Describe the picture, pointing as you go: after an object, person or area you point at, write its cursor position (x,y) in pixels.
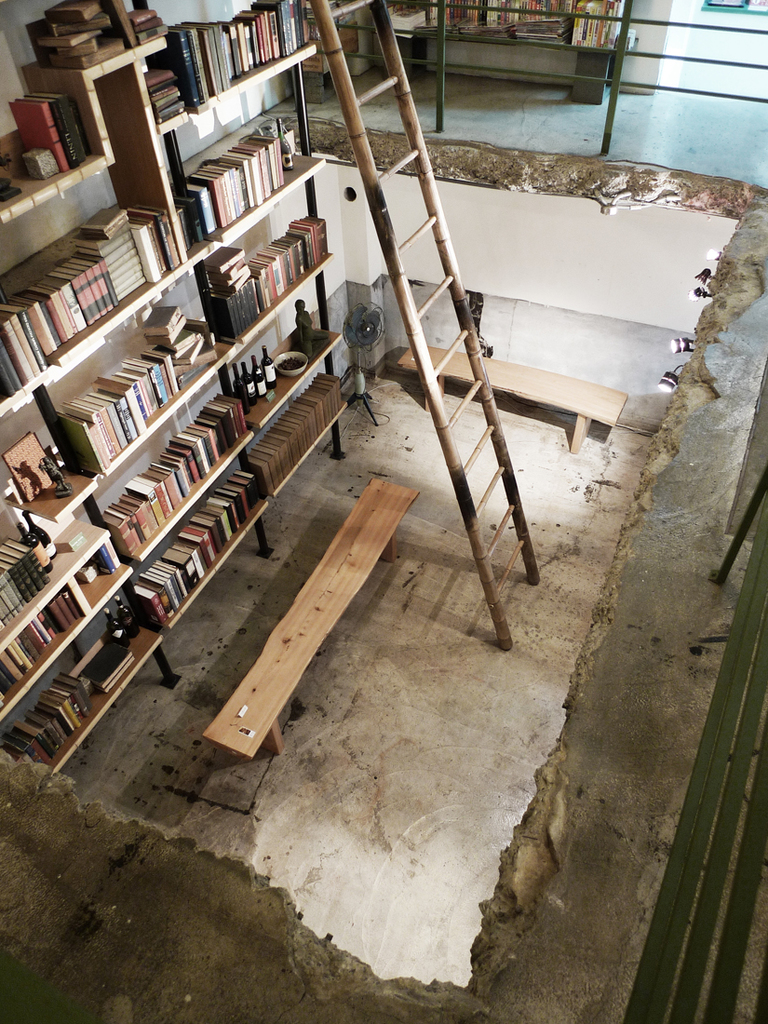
In this image I can see there is a book shelf (93,722) with books (265,41), in-front of that there is a bench (340,577) and ladder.
